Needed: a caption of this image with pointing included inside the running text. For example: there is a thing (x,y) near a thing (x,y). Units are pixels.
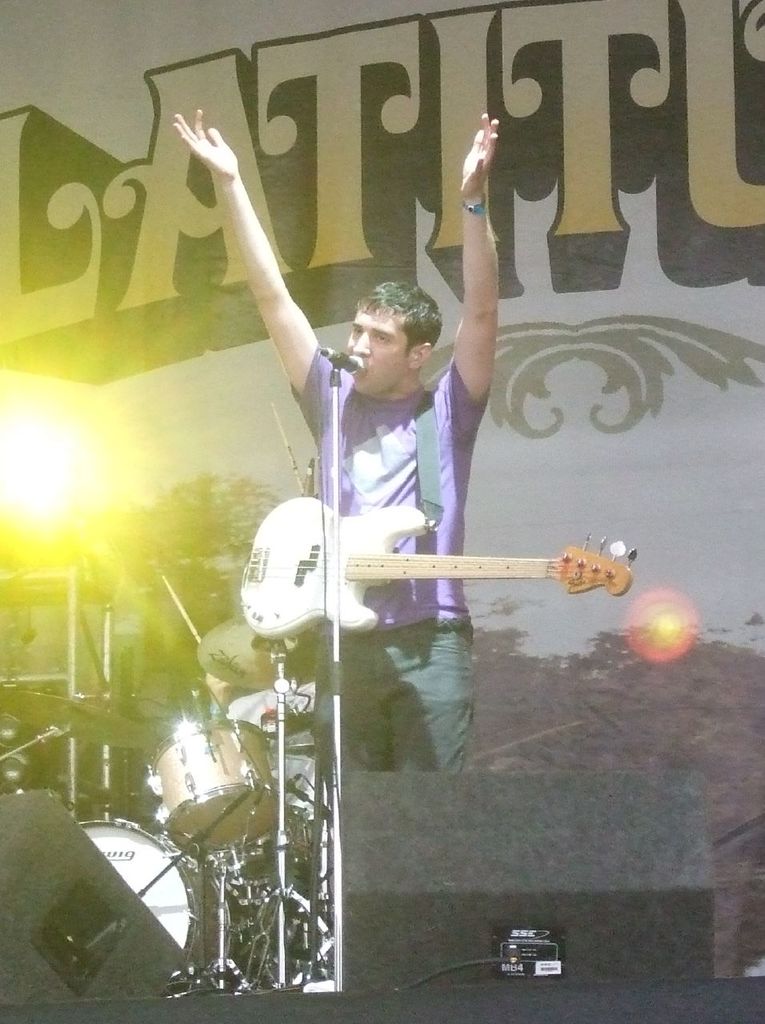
In this image I can see a person (397,455) is standing in front of a mike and is wearing a guitar (428,559) and musical instruments (230,738) on the stage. In the background (679,229) I can see trees (575,686), light (136,496), text (291,159) and the sky (497,505). This image is taken may be in the evening.
